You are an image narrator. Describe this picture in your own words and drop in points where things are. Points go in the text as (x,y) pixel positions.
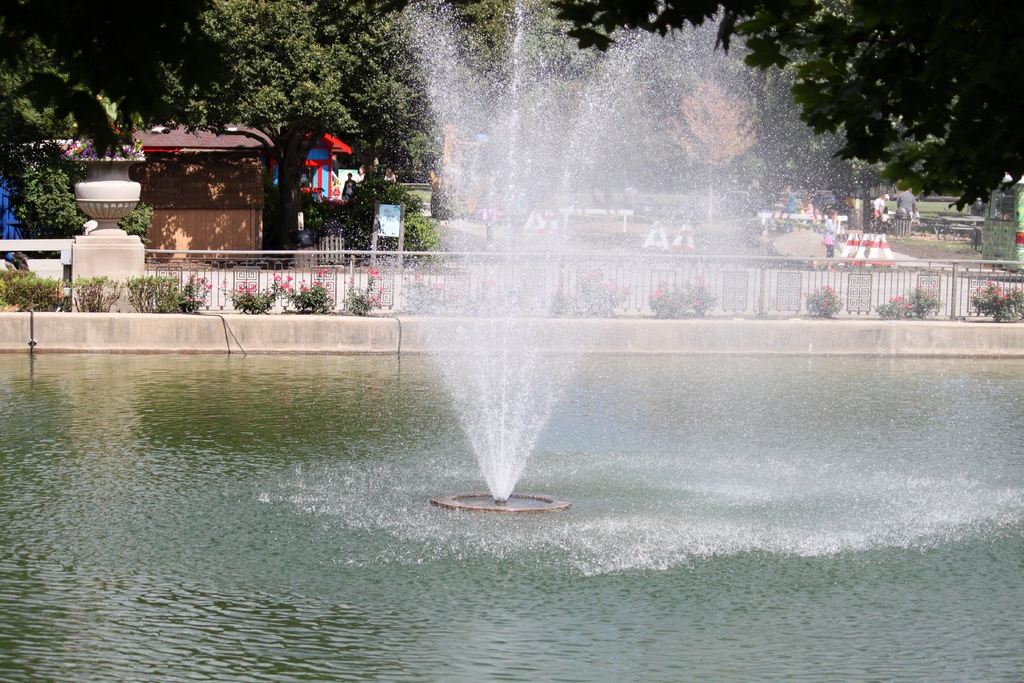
As we can see in the image there is water (528,513), fountain (495,394), plants (362,185), trees (425,143), houses (275,173) and few people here and there.
